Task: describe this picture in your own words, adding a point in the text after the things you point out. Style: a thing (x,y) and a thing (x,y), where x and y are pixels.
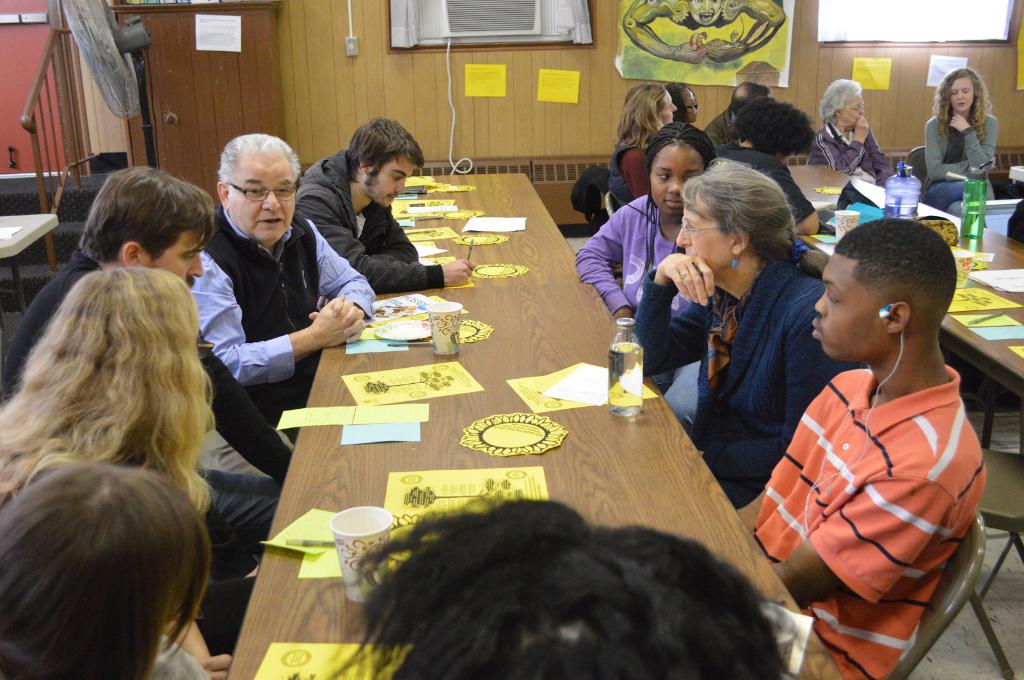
In this image i can see group of people (686,253) sitting on a chair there are few paper (437,370), a glass (437,333), a bottle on a table (649,381) at the back ground (669,122) i can see few are people (762,114) sitting, a wooden wall (545,129), a stairs (92,179).
